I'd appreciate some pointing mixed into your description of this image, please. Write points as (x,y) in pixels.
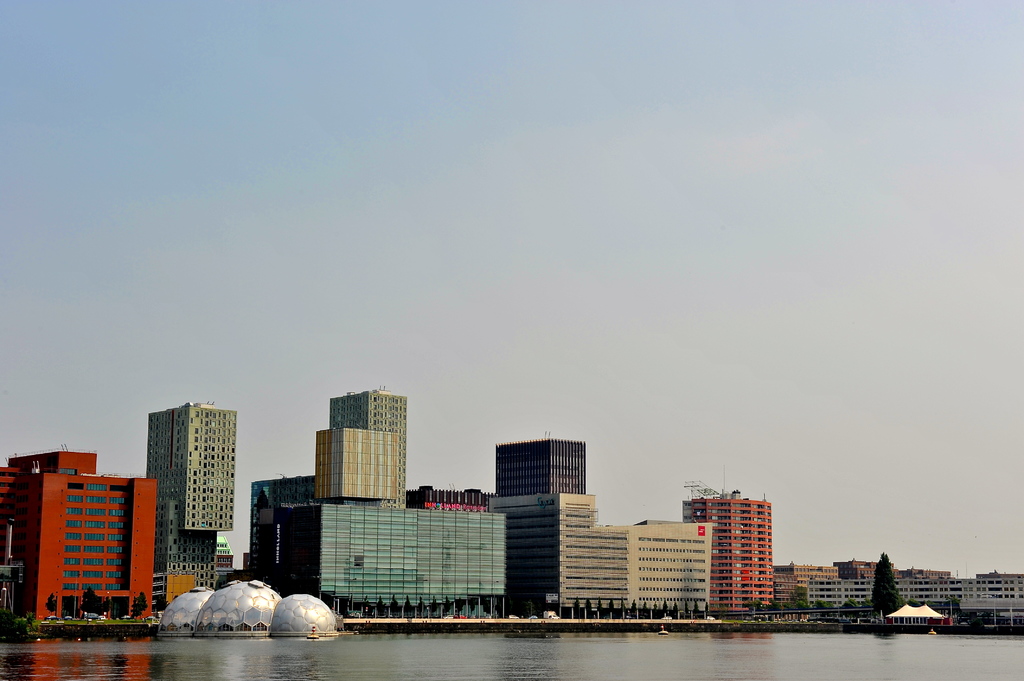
In the foreground of the picture (524,647) there is water (381,650). In the center of the picture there are buildings (522,596), trees (880,609) and vehicles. Sky (511,261) is sunny.
